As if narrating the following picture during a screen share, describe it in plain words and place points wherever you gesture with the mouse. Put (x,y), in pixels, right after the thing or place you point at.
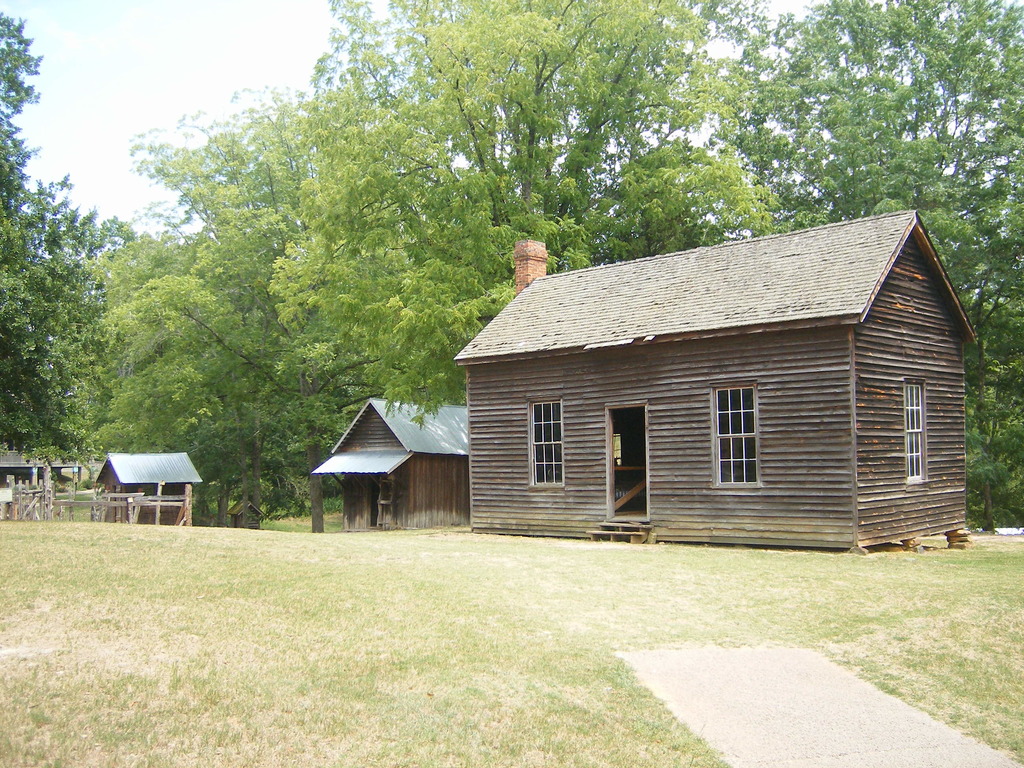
In this image we can see some houses (374,520) with roof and windows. We can also see grass (389,597), a group of trees (406,294) and the sky (215,87).
